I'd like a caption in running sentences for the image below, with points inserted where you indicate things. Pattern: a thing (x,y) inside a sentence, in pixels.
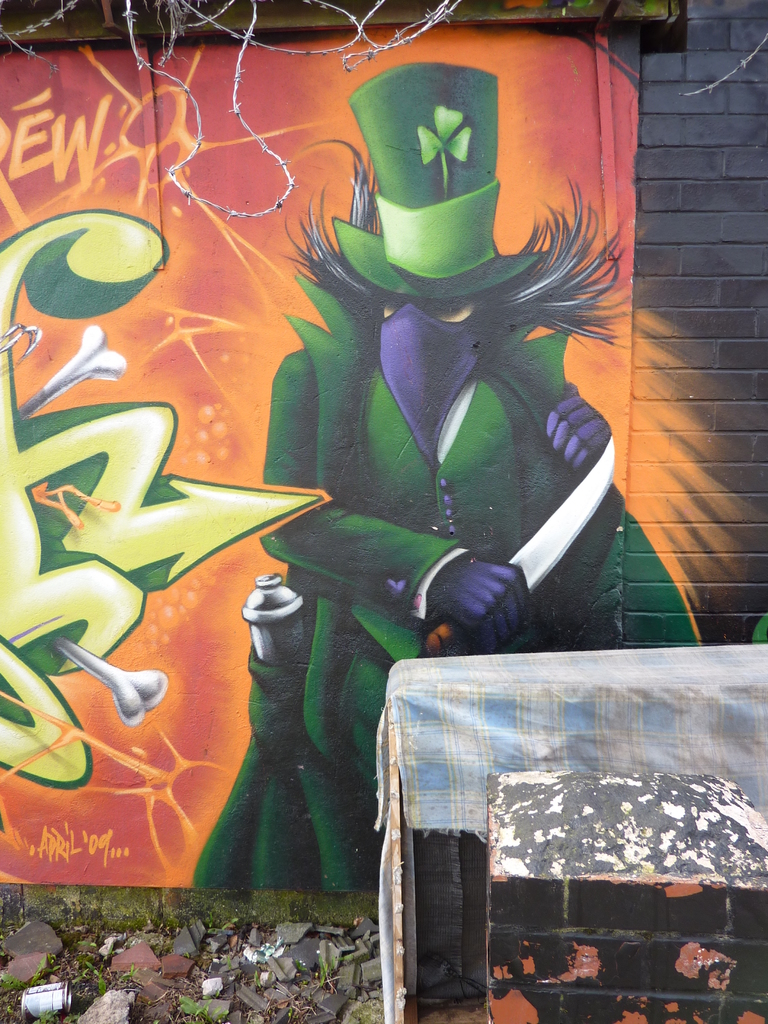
In this image we can see painting (503,442) on the wall (326,496). At the bottom of the image (166,968) there are stones (287,976). To the right side of the image (546,664) there is some object (553,681) with cloth (526,735) on it. There is a pillar (520,782).
